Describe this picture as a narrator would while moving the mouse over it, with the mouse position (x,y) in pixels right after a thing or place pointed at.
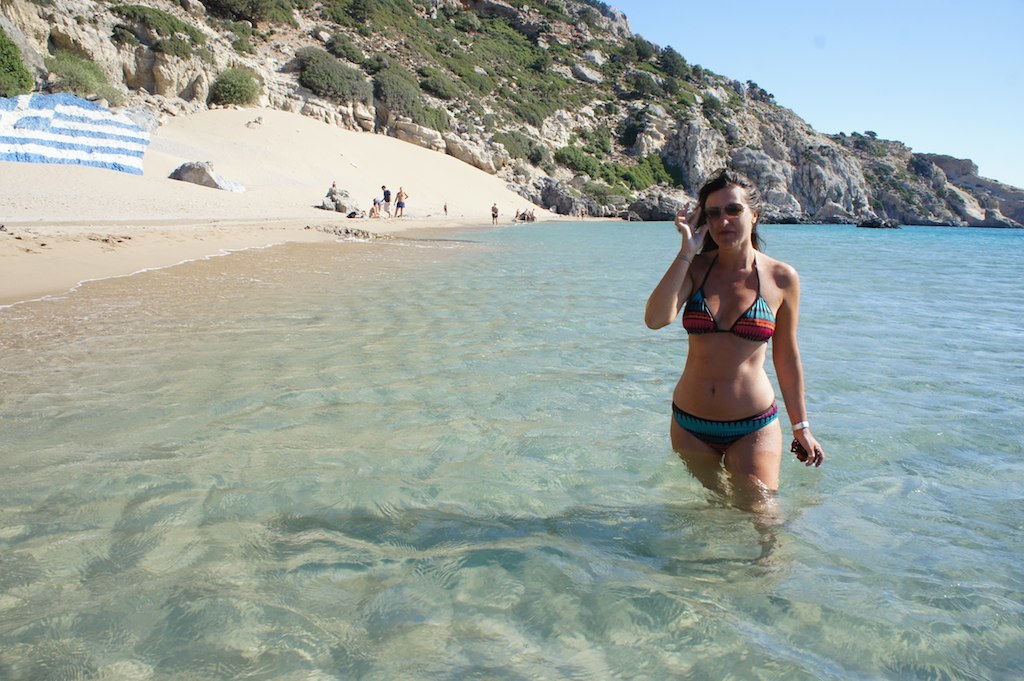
There is a woman (716,348) in water (656,338). On the background (306,64) we can see hill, trees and sky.
